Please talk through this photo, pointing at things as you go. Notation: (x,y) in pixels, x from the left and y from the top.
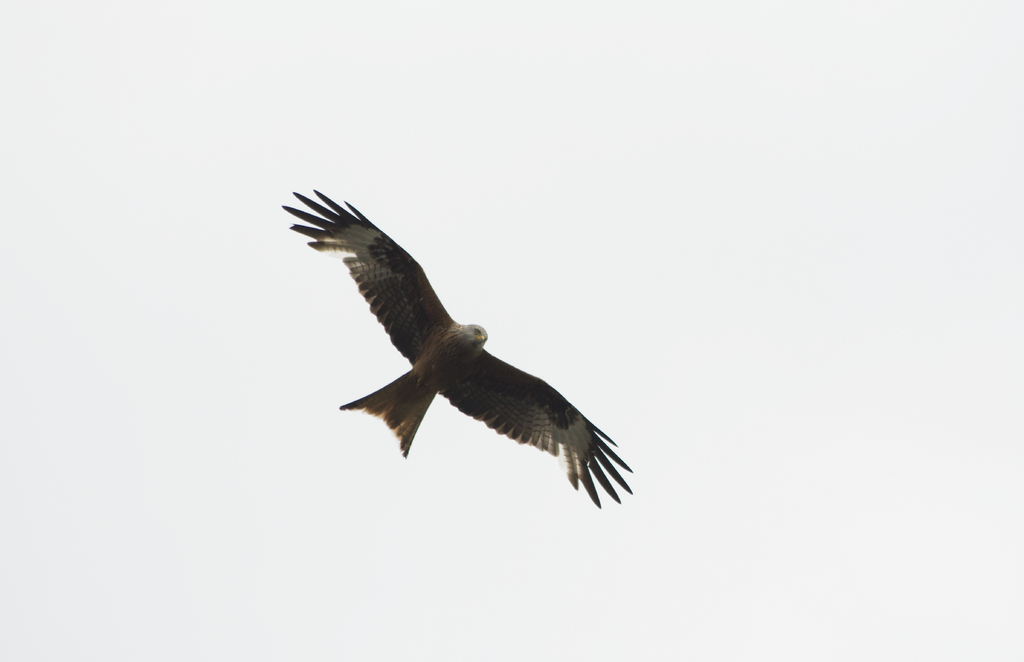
In this image there is a bird (415,375) flying in the sky (456,430).
